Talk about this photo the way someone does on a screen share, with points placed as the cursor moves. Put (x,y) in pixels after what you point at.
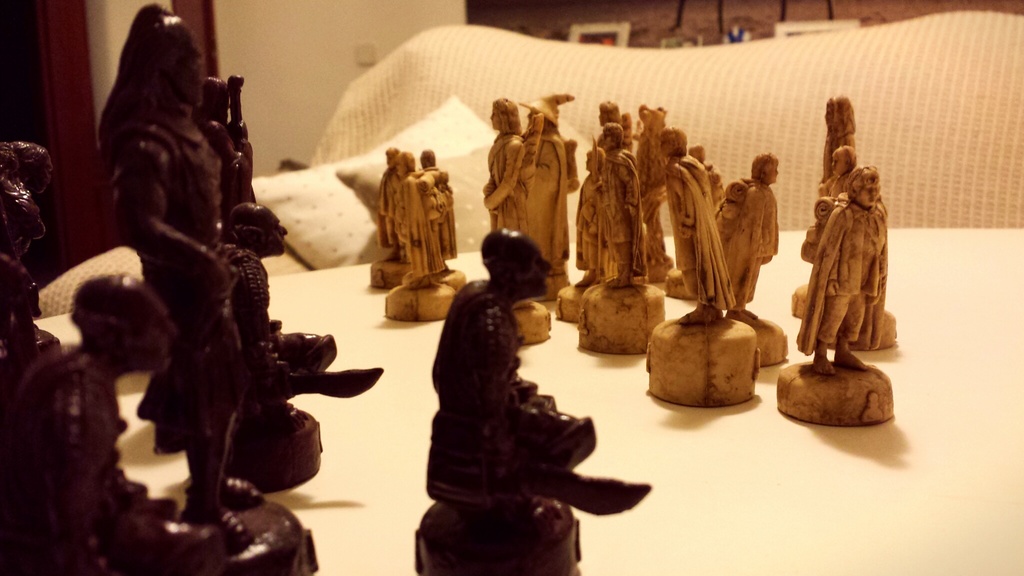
In this picture we can see statues (703,304) on a platform (726,435). In the background (367,16) we can see a wall (328,15) and there is a pillow (449,171).
